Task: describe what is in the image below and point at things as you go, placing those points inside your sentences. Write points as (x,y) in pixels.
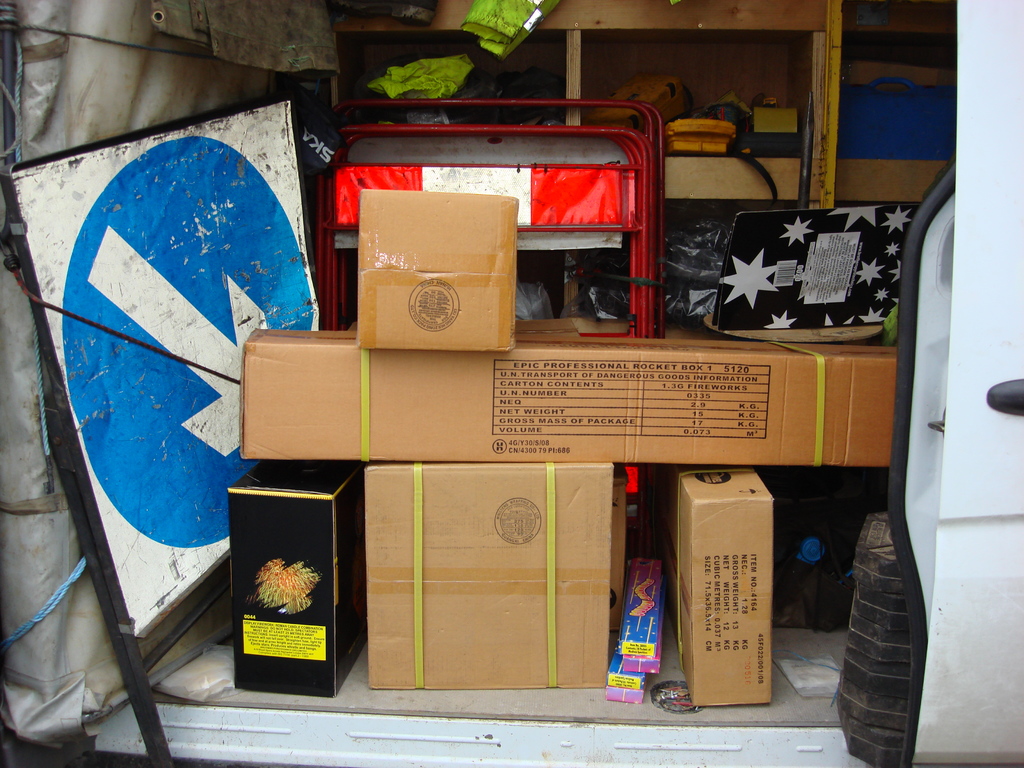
In this image there are so many objects (524,308) placed in a vehicle (994,399).
